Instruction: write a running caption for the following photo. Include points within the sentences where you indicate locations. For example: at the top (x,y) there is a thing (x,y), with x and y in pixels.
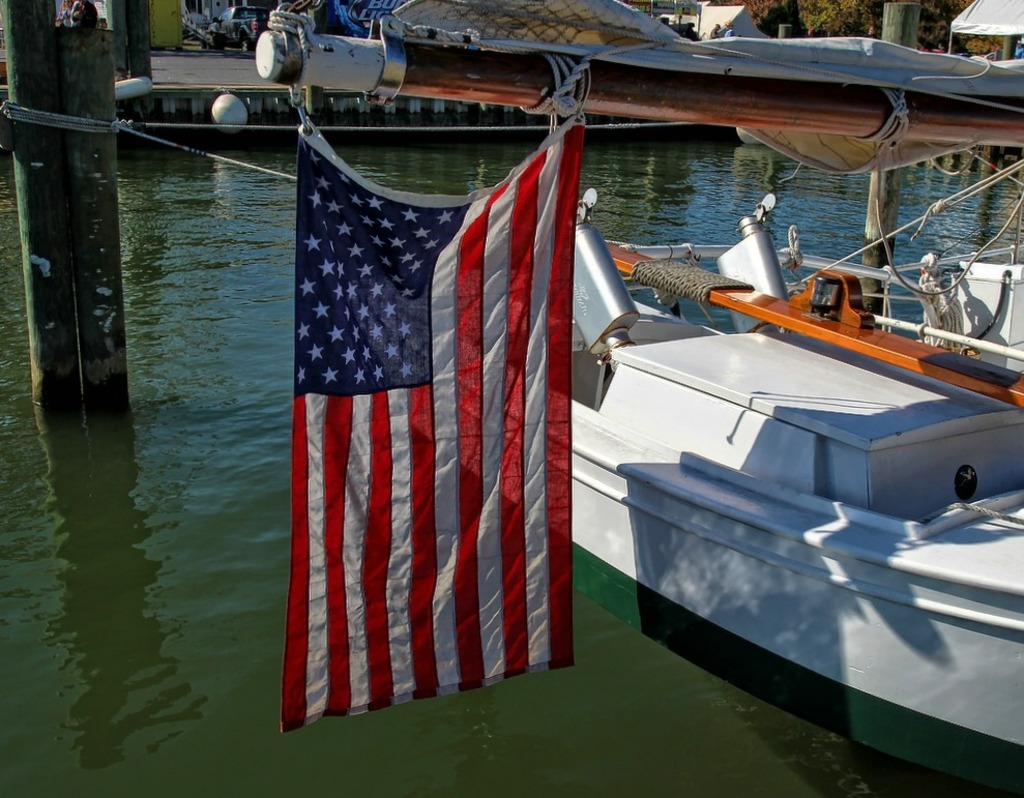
In the picture I can see a flag (384,475) is hanged to the pole (780,83), I can see a white color boat (663,486) is floating on the water (160,749), I can see the pillars (75,246), a vehicle (226,14) and trees (905,1) in the background (985,39).
